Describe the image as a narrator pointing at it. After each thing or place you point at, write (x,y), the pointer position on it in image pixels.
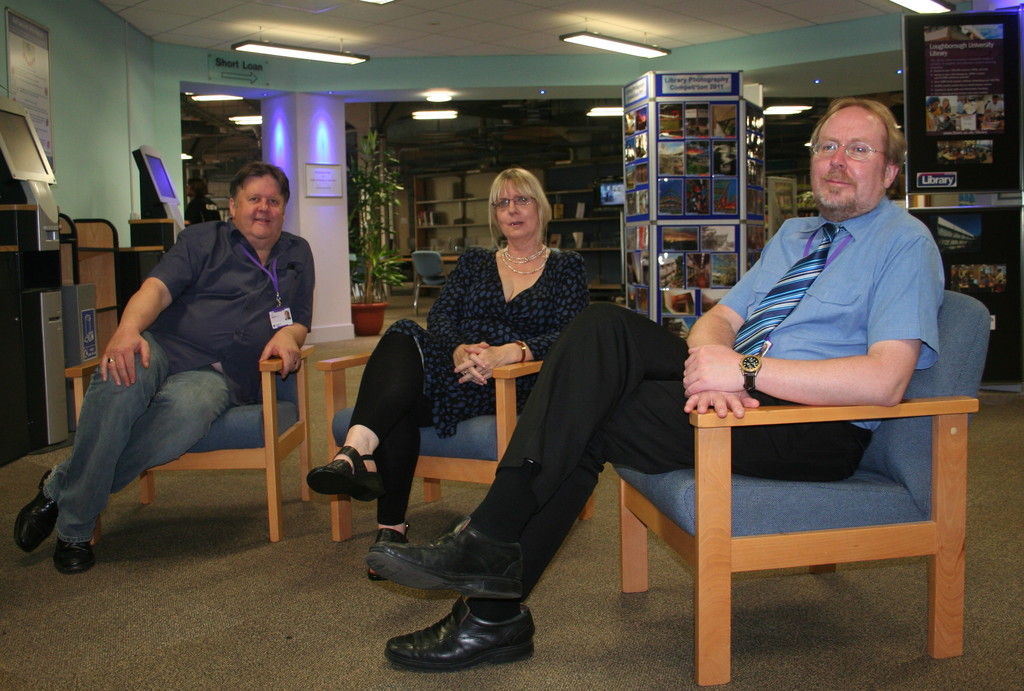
These racks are filled with books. Front this three persons (525,313) are sitting on a chair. On top (302,44) there are lights (294,56). A information board (44,96) on wall (90,95). This is banner (963,167).
